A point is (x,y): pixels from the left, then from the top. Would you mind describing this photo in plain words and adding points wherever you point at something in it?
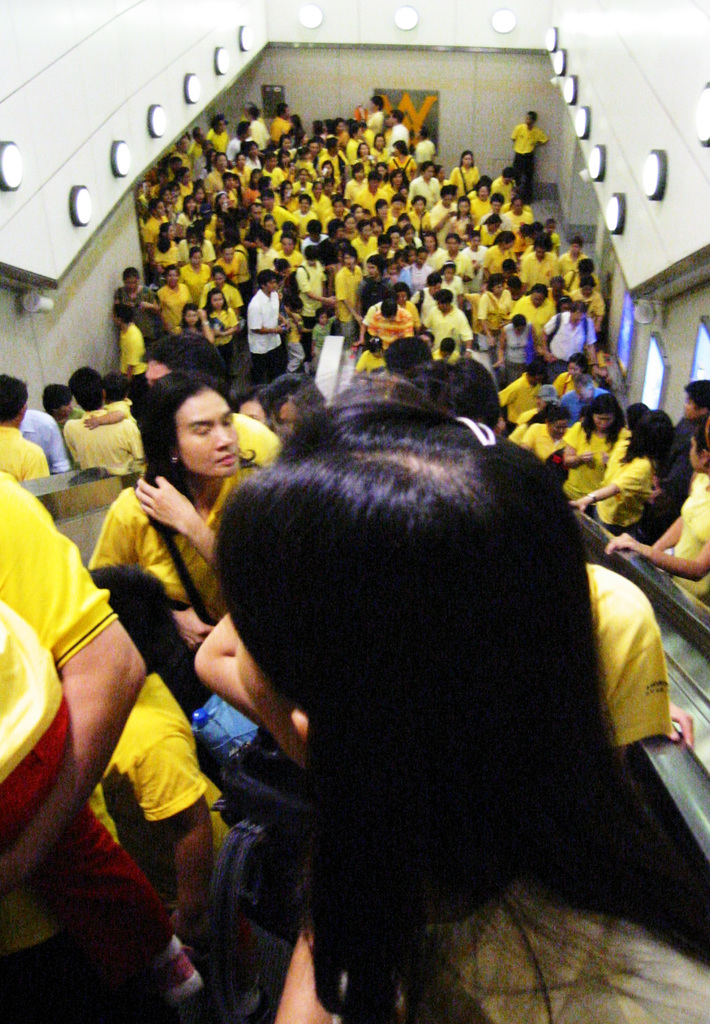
In this image there are a so many people (271,482) standing and few (299,463) are standing on the escalator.
